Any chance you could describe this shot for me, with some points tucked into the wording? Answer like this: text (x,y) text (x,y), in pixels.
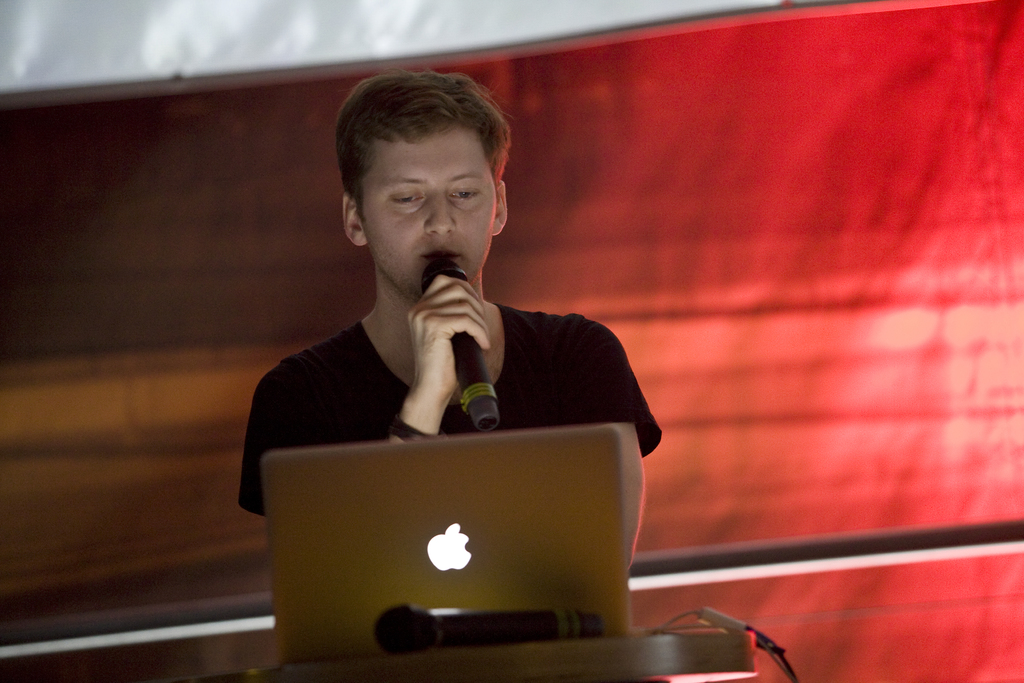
Here in the center (483,304) we can see one person (416,390) is holding microphone (484,395). In front of him there is a laptop (473,535). And back of him there is a red color sheet (814,272).
